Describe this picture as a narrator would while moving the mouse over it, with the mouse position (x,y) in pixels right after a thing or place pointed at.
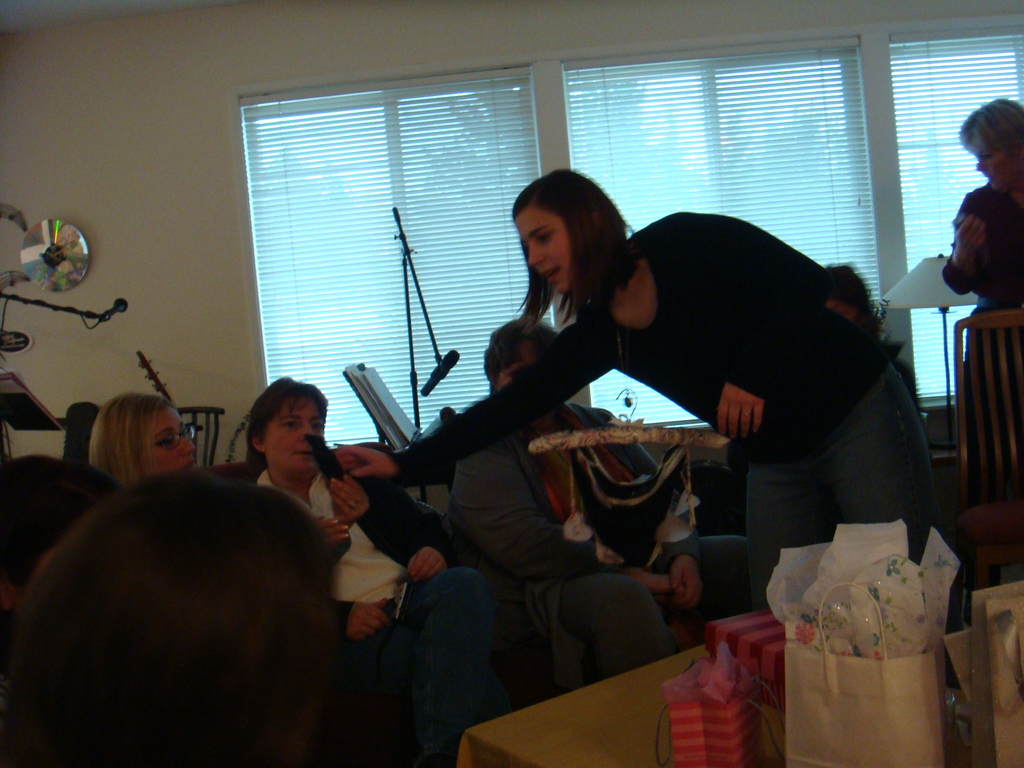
In this image there are people (254,600) sitting and there are two people (685,295) standing. Image also consists of bags (813,662) on the table (629,677), mic stand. In the background (360,254) we can see windows (676,114). Wall (141,108) is also visible.
